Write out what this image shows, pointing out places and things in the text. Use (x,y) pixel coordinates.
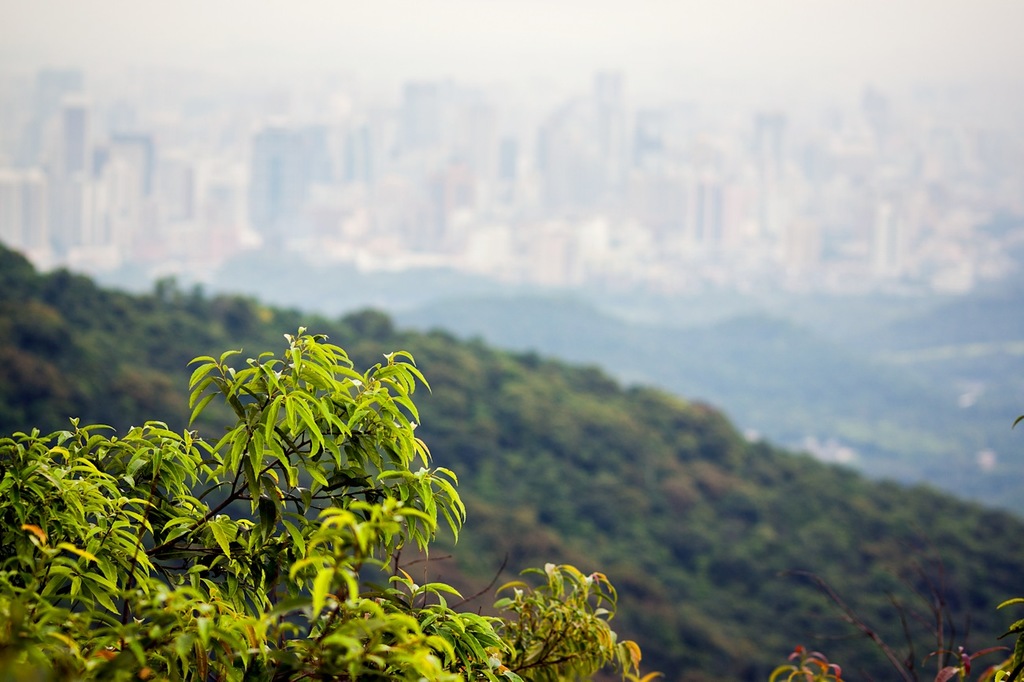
In this image there is a tree (371,666). In the background (411,558) there are hills (371,300) and buildings (528,243).
